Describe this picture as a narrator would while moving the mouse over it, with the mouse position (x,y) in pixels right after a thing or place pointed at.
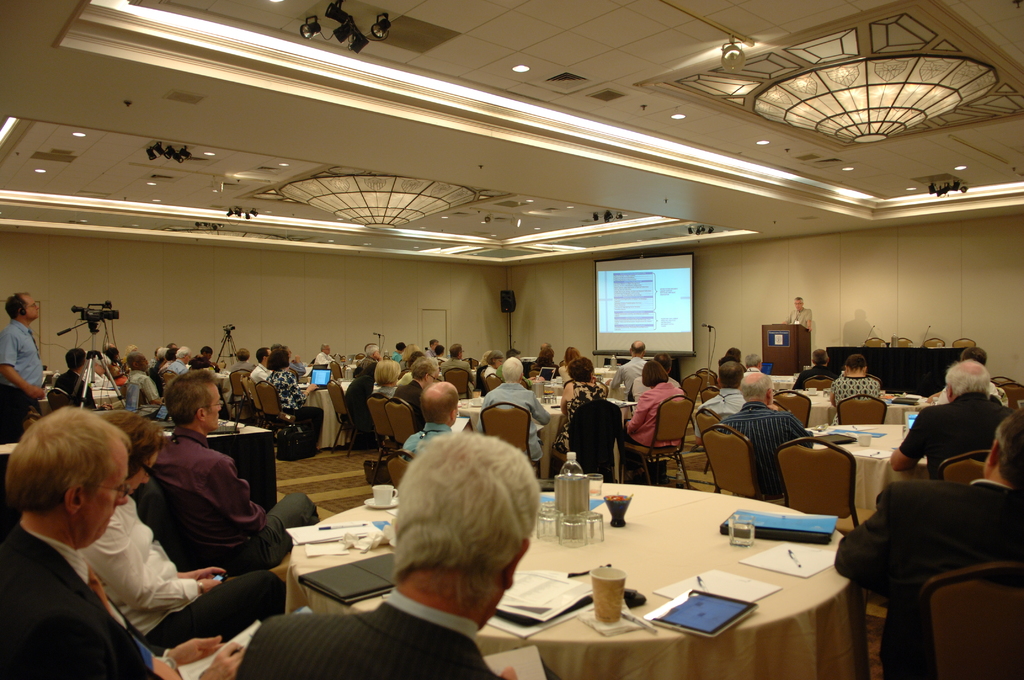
In this image i can see a group of people (118,462) sitting on chairs (749,468) in front of a table (623,556). On the table (588,565) few glasses (575,525), a jar (571,508), a bottle (574,498) few laptops (683,621) and few papers (558,586). To the left corner of the image (20,300) i can see a person (33,357) standing and a camera (91,317). In the background (616,347) i can see a speaker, a projection screen (604,307) podium (768,334) and a person (805,320) standing behind the podium (799,334).
